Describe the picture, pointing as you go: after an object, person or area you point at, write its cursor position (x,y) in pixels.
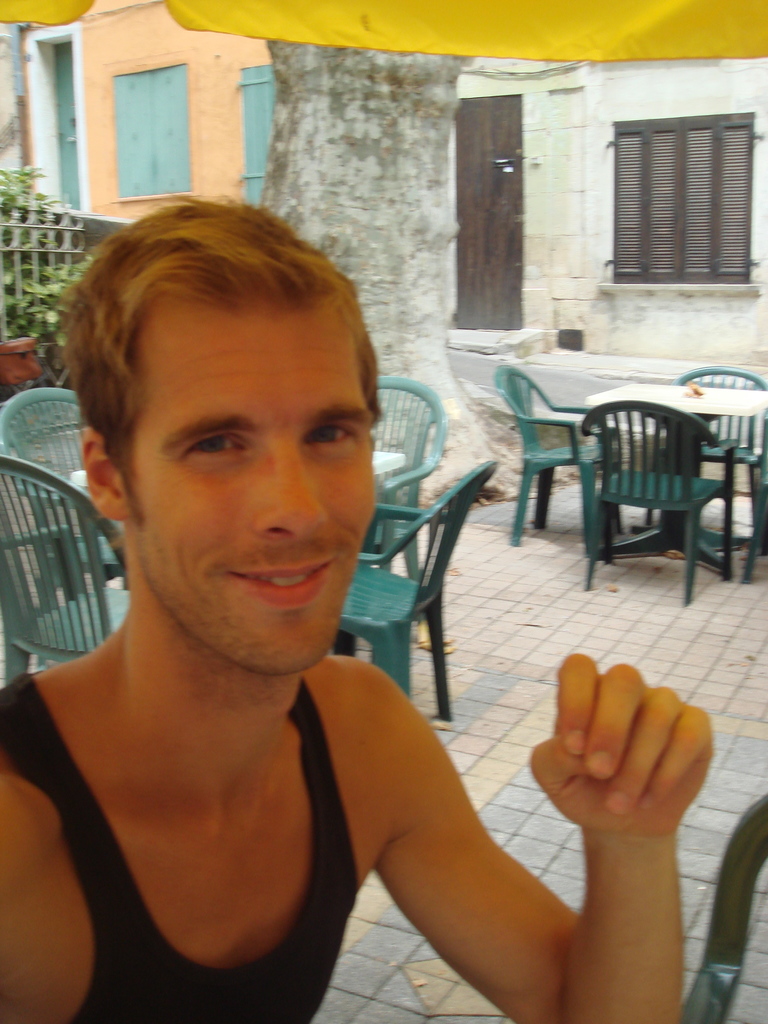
In the image we can see there is a man (399,865) sitting on the chair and there are chairs (657,453) and tables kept on the ground (619,658). Behind there is a building (62,187) and there are plants (30,297) on the ground (457,370).
